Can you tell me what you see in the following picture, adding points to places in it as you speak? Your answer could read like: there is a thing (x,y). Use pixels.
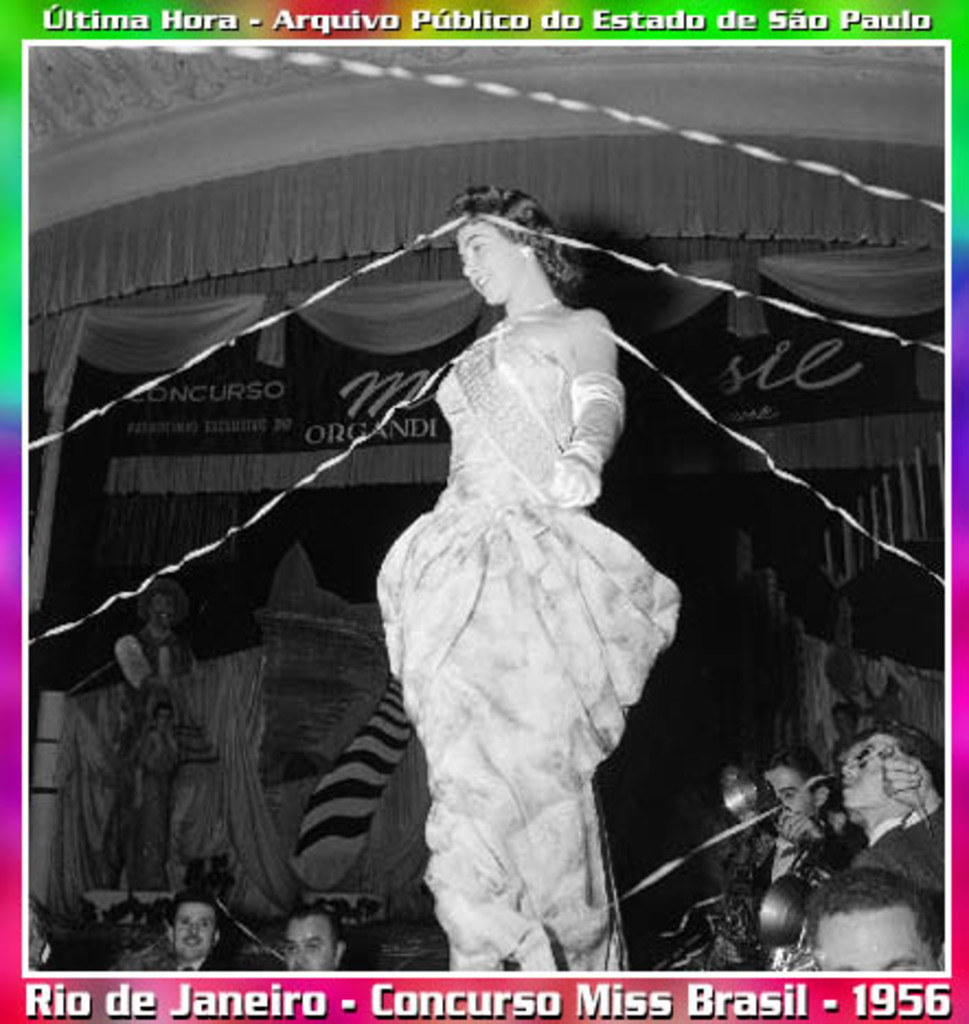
It is a black and white image. In this image we can see a woman (487,825) in the center (576,414) and she is smiling. We can also see the ribbons (407,402) and we can see a few people (878,785). In the background (236,501) we can see the curtain (892,146). We can also see the text (225,1004) at the top (170,8) and at the bottom (767,1009).
